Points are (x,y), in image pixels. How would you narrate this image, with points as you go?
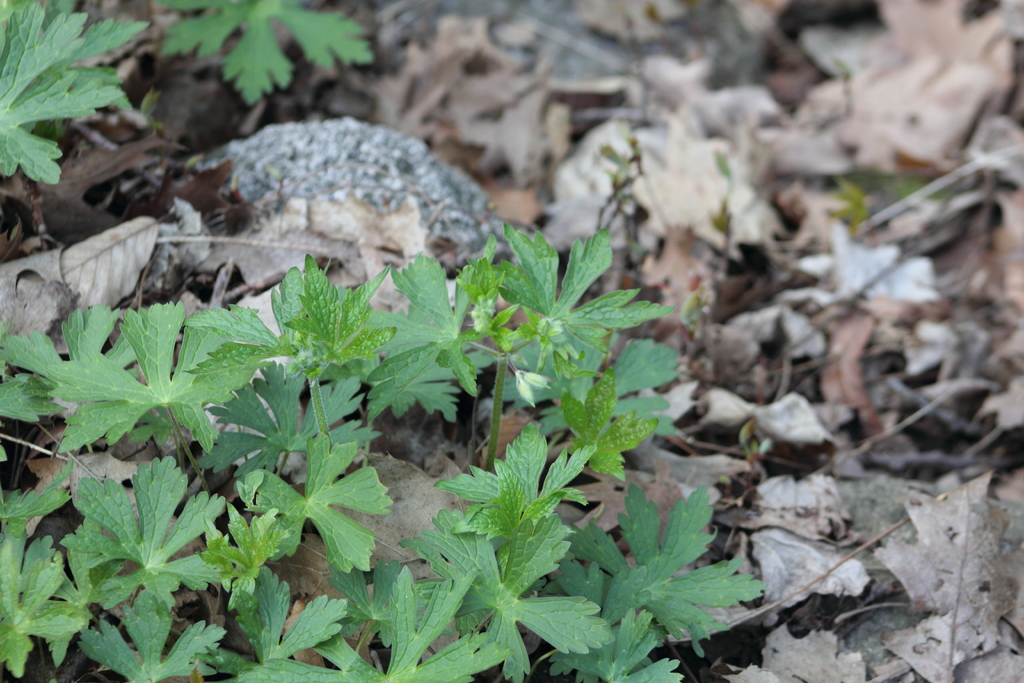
In this image there are leaves (567,325), rocks (595,68) and dry leaves (867,309) on the surface (925,456).
